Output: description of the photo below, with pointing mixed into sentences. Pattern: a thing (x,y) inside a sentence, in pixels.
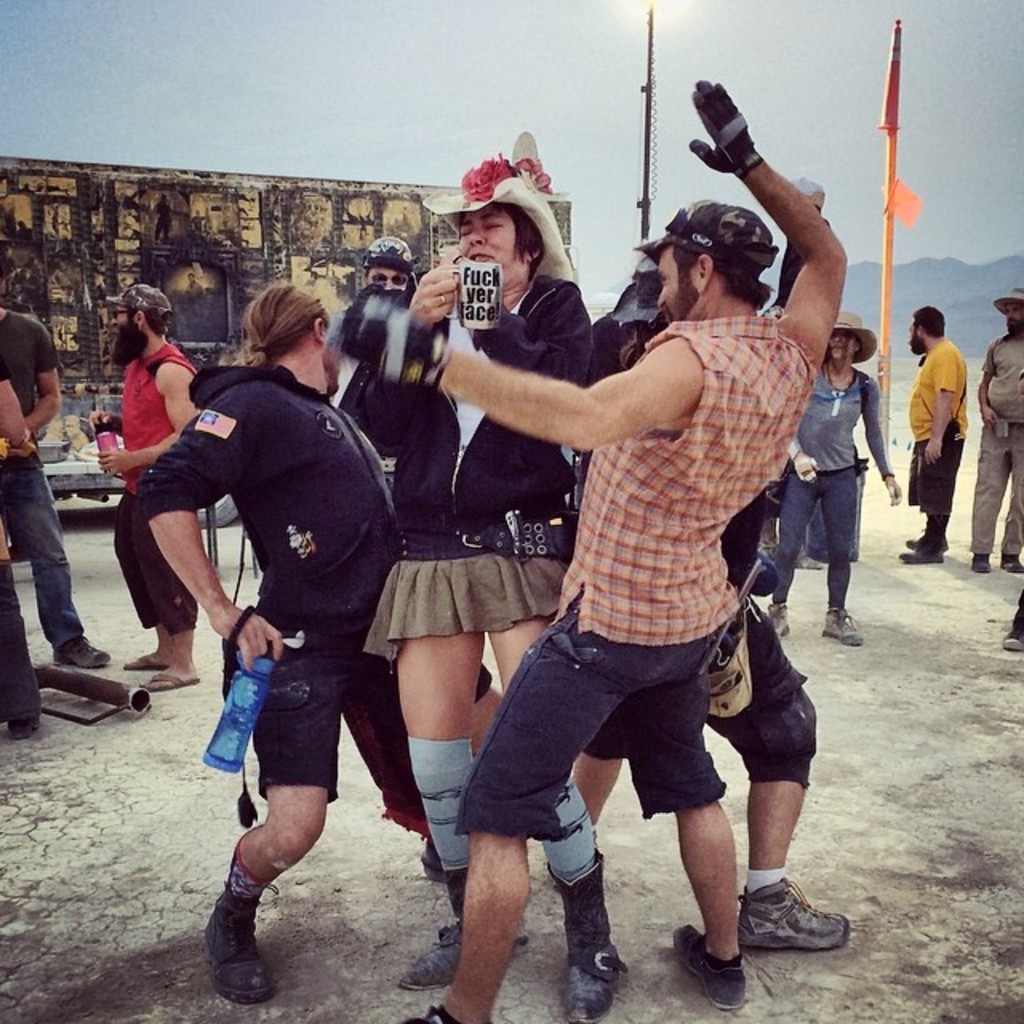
In this image in front (646,655) there are people (489,583) dancing. Behind them there are people (932,544) standing on the road (961,741). In the background of the image (325,246) there is a Wall (348,218). There are mountains (960,270) and sky (798,75). On the right side of the image (884,404) there are poles (889,115).
